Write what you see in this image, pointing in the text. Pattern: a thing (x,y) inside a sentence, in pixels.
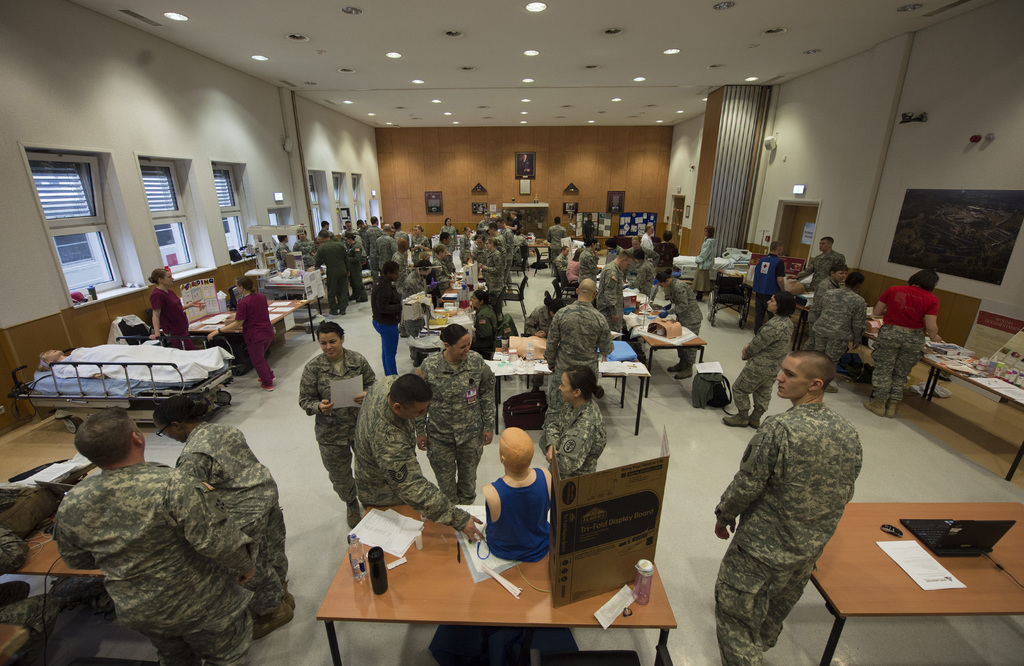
This is an inside view of a hall (144,449). In this image I can see many tables (453,557) on the ground (326,518). On the left side (187,359) there is a mannequin (142,355) lying on the bed (135,381) and I can see windows (99,218) to the wall (54,101). On the tables (441,562) there are many objects (576,581) like laptops (956,542), card boxes (604,548), bottles (639,578), papers (385,532) and many others. Here I can see many people (242,501) are wearing uniforms (449,403) and standing on the floor (314,493). On the right side (935,253) there is a screen (927,240) attached to the wall (914,176). At the top of the image (437,102) I can see few lights (532,7). In the background (608,207) there are few photo frames (480,209) attached to the wall (576,148).
